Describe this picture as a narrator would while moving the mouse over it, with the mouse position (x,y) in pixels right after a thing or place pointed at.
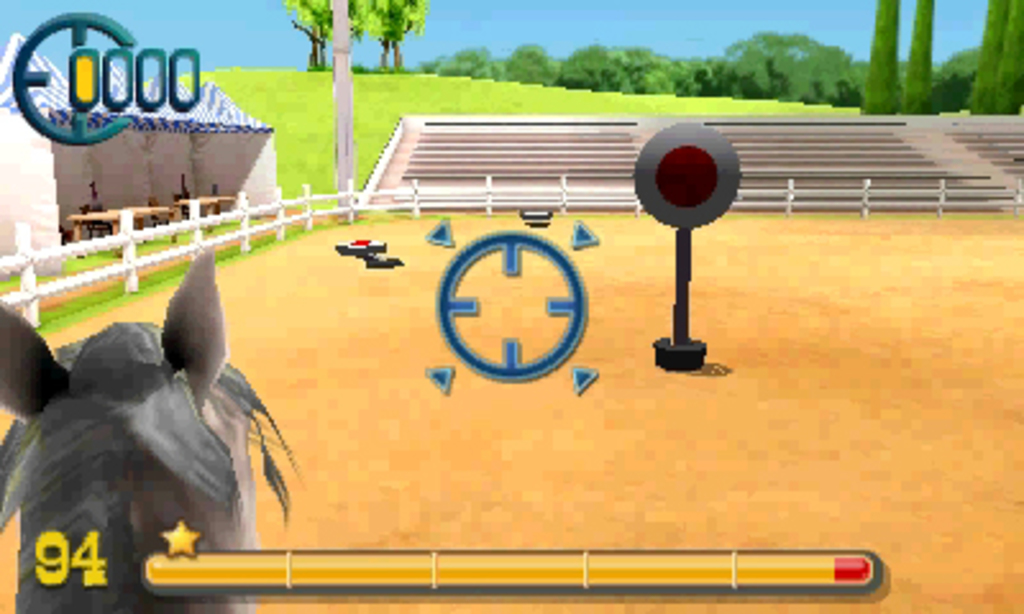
In this image we can see the animated picture of a game. We can also see the animal (146,435), number (38,577), crosshair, a board (699,142), steps (628,162), fence (871,202) and also the tent (235,174) and under the tent (134,202) we can see the benches (142,216). In the background (604,80) we can see the trees (599,58) and also the sky (529,18).
